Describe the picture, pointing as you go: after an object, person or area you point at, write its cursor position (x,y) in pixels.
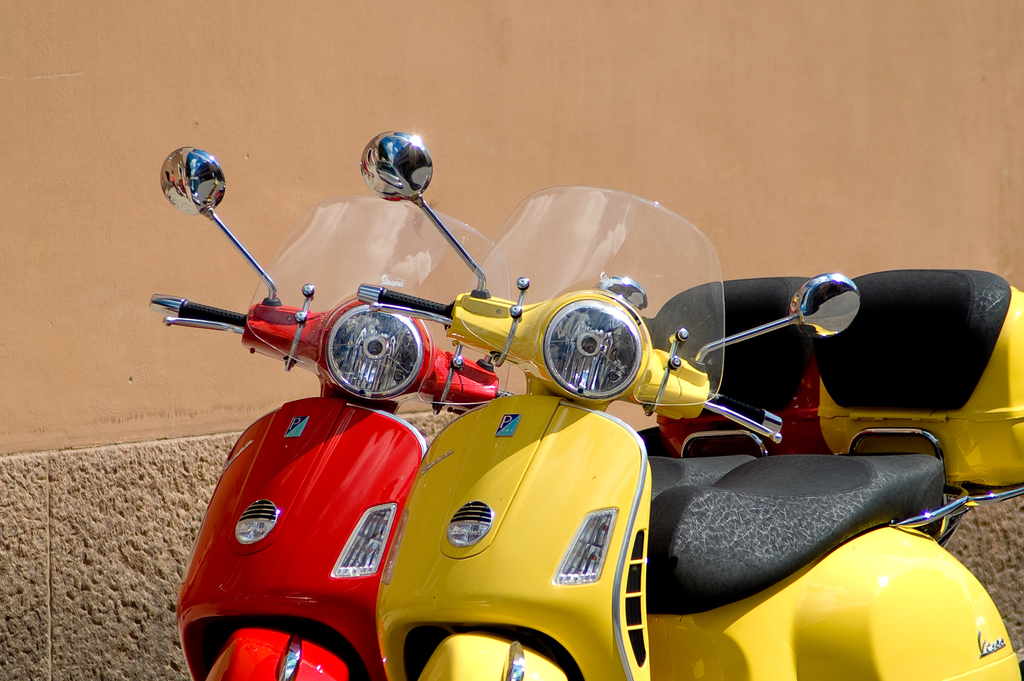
In this image we can see two motorcycles (383,491) which are of different colors yellow and red parked and at the background of the image (147,128) there is wall (553,81).
